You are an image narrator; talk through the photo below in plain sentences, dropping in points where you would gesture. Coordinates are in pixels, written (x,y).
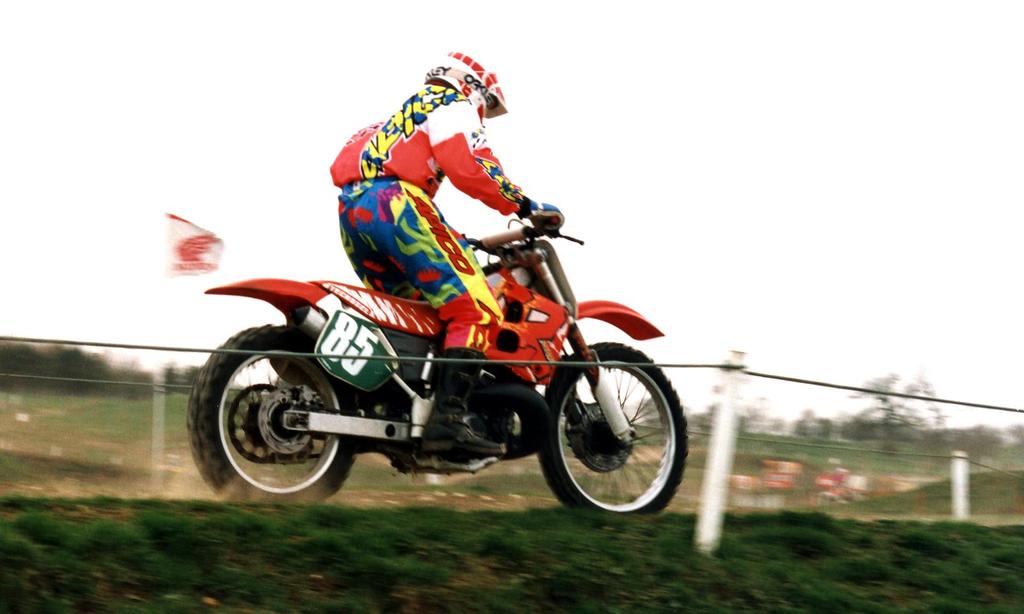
In this image we can see a person (546,224) riding a motorbike (419,350), there are some poles (726,443), trees (866,429), grass (141,557), plants (847,423), wires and other objects (792,481), in the background (105,204) we can see the sky (791,147).
